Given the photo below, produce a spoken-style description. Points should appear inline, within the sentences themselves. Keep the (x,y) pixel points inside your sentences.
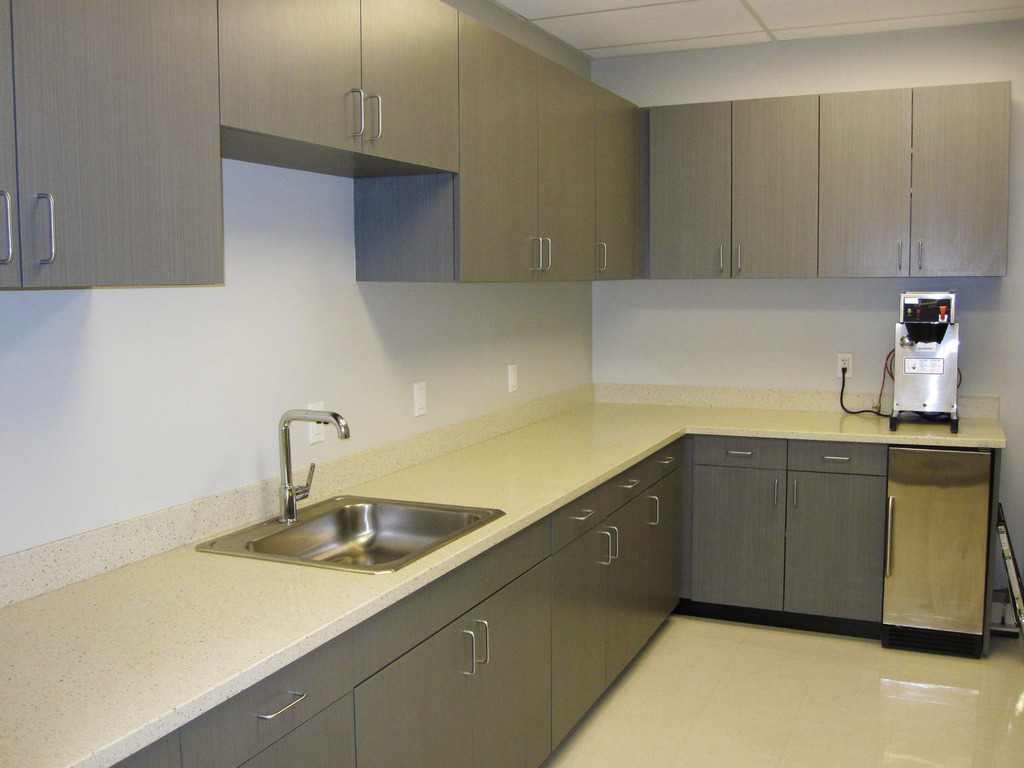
This is an inside view of a kitchen (629,510), in this image there is a kitchen platform (514,501), on top of the kitchen platform (623,441), there is a sink (373,533) with a tap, beneath the kitchen platform (626,440), there are cupboards (805,503) and there is a coffee machine (916,373) on the kitchen platform (543,432), on top of the kitchen platform (539,445) on the wall (651,99) there are cupboards (633,173).
